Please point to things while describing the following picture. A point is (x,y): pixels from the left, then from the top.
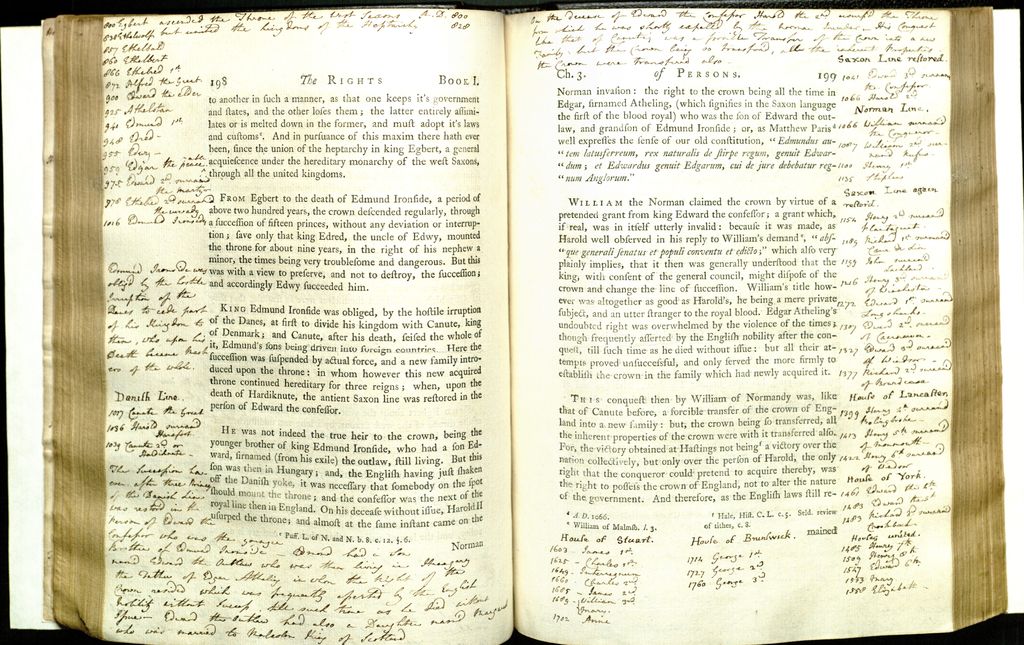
In this image I can see pages (498,270) of a book (468,263) and on it I can see something is written. I can see color of these pages (358,289) are white.
